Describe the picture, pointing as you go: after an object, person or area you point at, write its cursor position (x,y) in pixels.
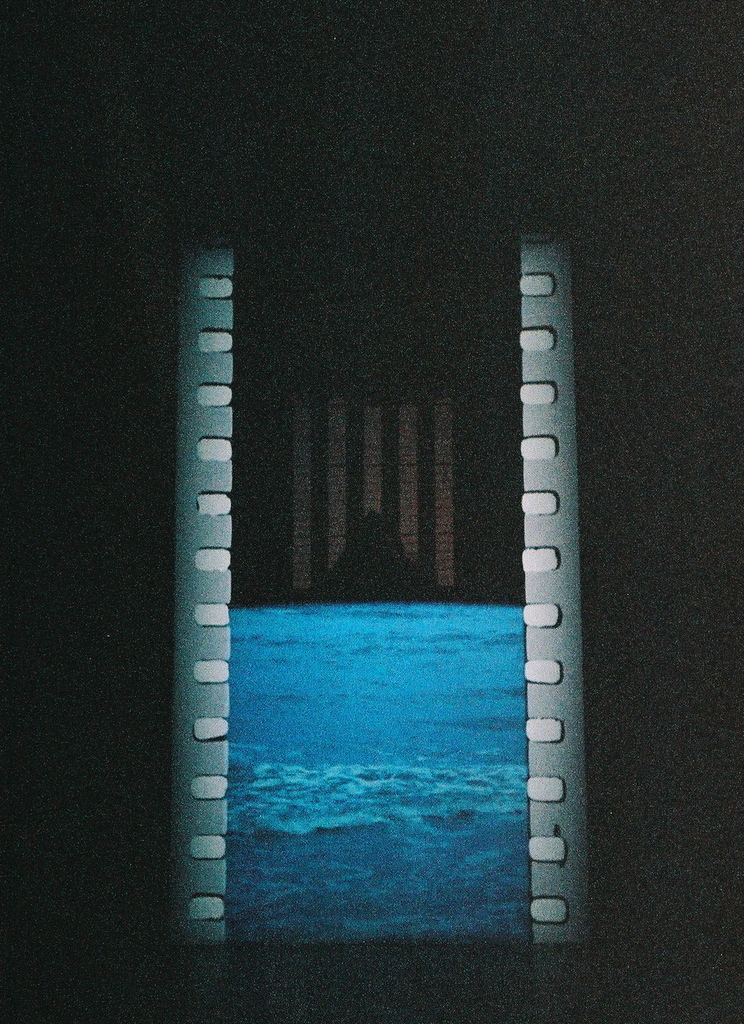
This is a blurry image. In this image, we can see the water (396,830). The background of the image (675,660) is dark.
